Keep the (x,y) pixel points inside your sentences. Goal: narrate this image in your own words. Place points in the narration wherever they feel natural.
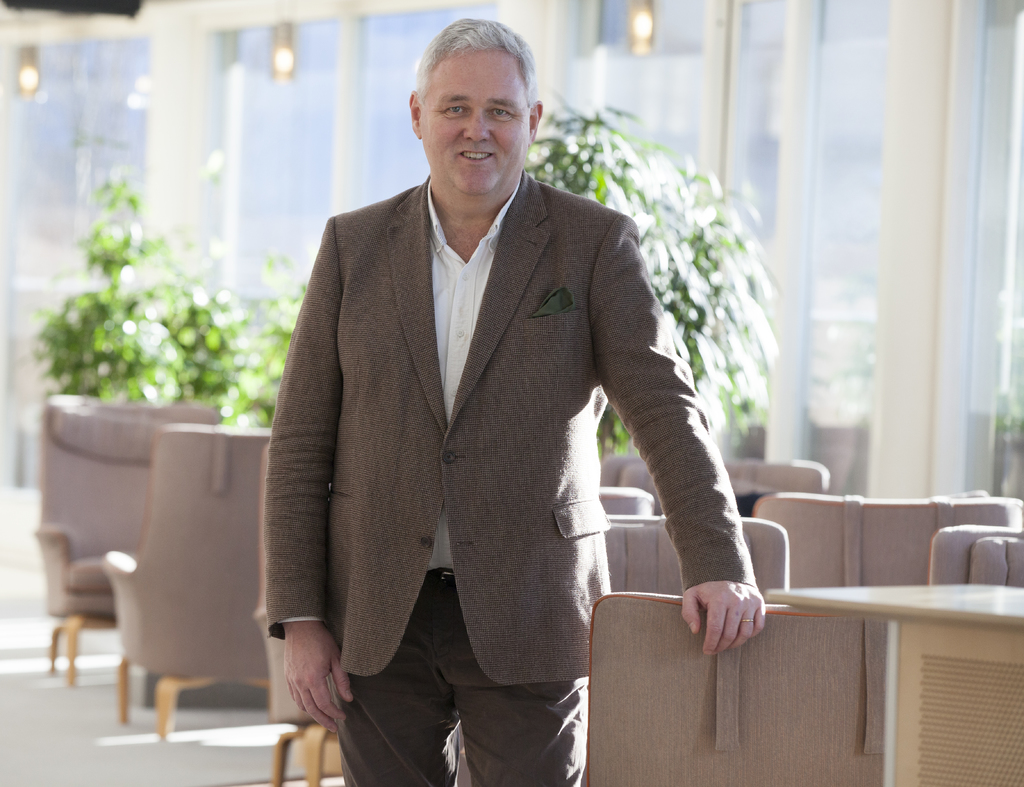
In the image there is man (511,467) who is wearing a brown colored suit (352,468) and pant (447,717). He has a white hair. in the background (213,318) there are plants (220,297), windows (267,181) and lights (37,73). And there are many chairs (167,502) in the image.
